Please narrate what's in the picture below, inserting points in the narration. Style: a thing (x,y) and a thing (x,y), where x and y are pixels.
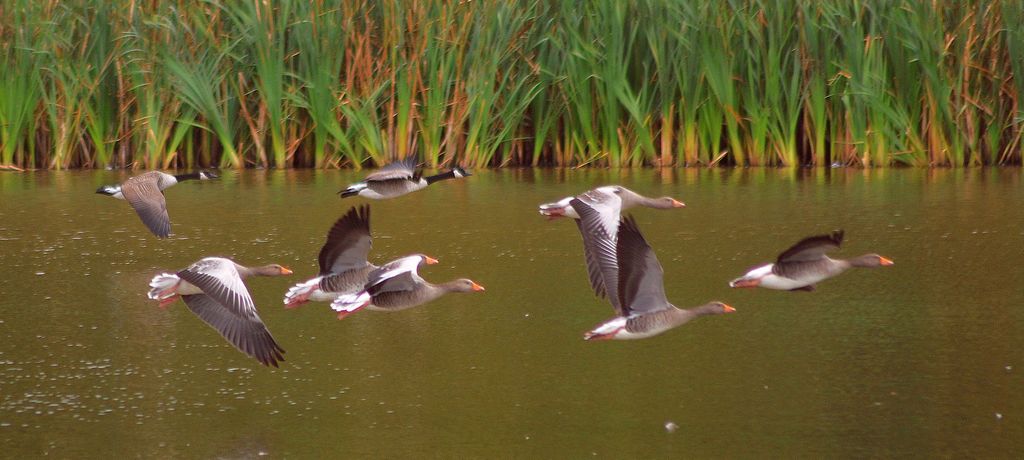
In this image I can see birds (621,312) flying. There is water (513,394) in the bottom (458,403) and there are plants (660,79) at the back (557,145).
